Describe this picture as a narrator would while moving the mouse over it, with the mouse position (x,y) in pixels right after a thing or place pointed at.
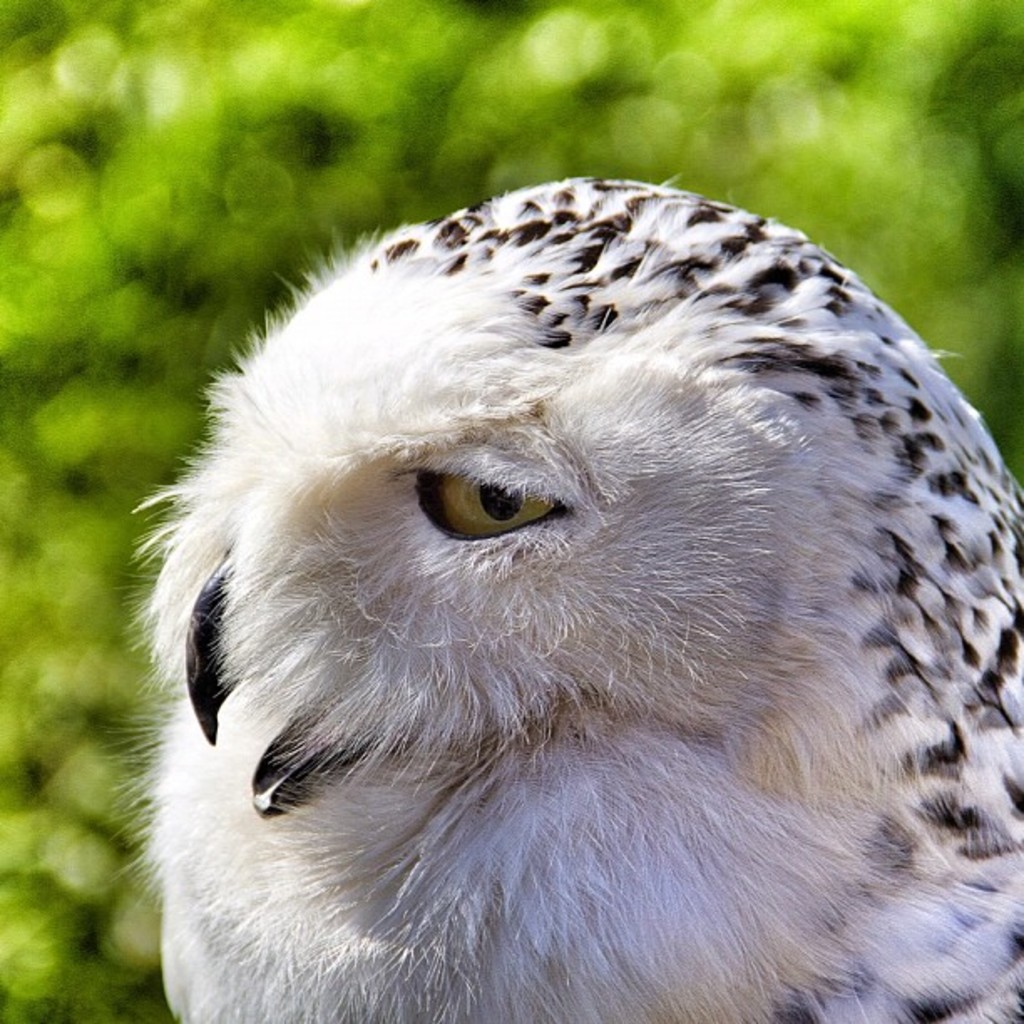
In the picture we can see some part of the bird owl (613,461) with a fur (685,926) and the black color beak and eye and on it we can see black color dots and behind the owl (695,934) we can see which plants (23,126) are not clearly visible.
